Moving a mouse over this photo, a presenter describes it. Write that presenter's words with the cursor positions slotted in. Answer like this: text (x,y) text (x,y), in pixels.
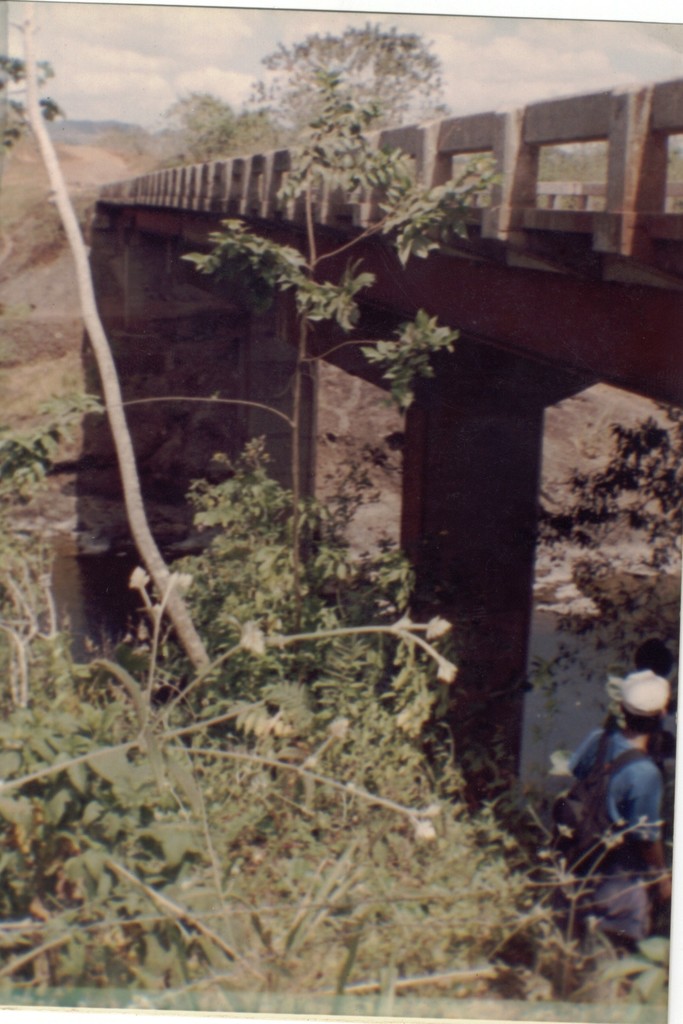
This is a photo. In the center of the image (412,436) we can see bridge (409,544), water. At the bottom of the image (366,864) we can see some plants (458,808) and a person (618,779) is standing and wearing cap (644,708), bag (581,826). At the top of the image (153,122) we can see trees (270,135), ground (118,162) and clouds (123,79) are present in the sky (123,79).
